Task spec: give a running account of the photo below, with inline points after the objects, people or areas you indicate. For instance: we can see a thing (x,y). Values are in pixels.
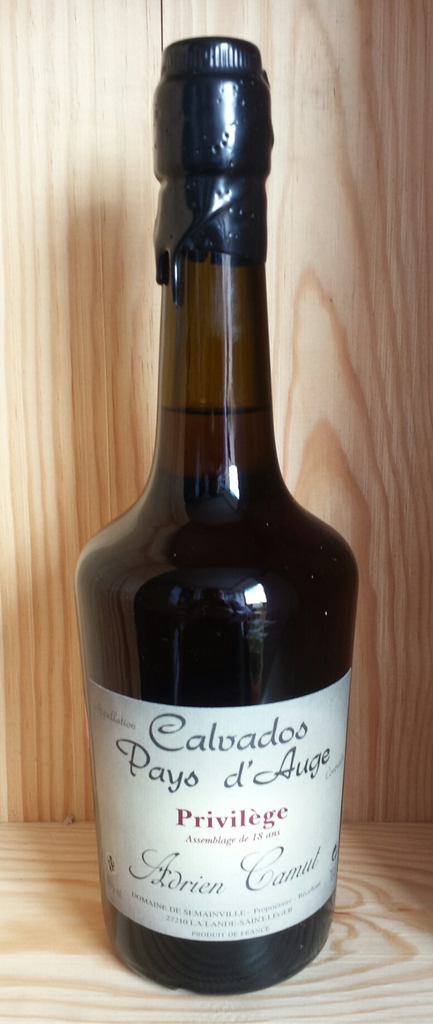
In this image we can see a wine bottle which is kept on this wooden table (370,959).
